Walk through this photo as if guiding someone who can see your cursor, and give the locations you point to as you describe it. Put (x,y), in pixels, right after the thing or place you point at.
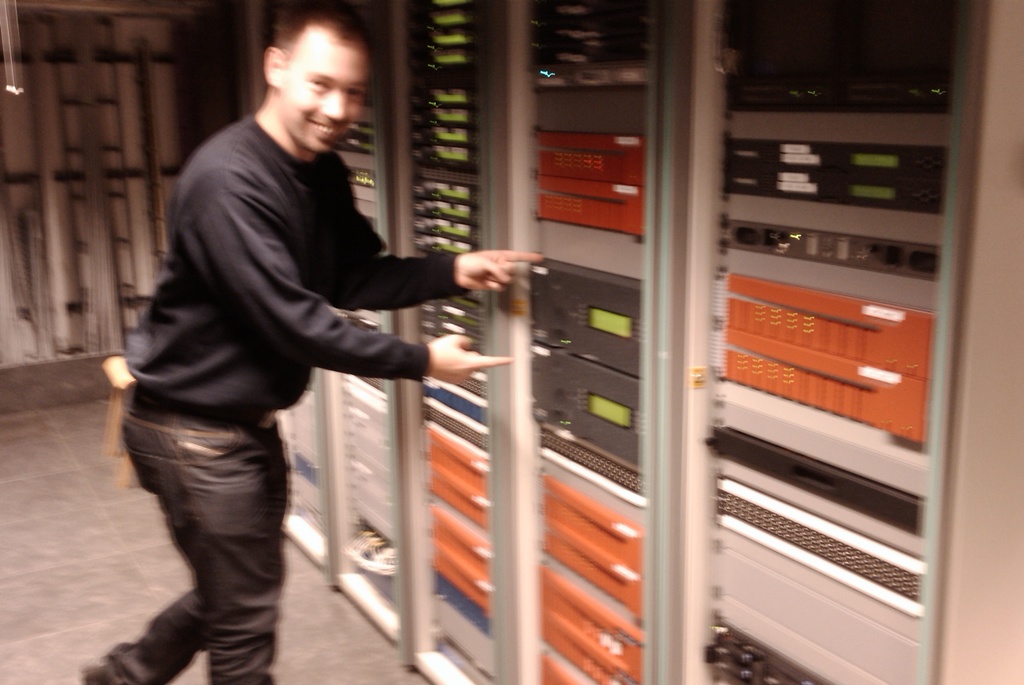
In this picture I can see a man (312,289) in front (301,196) who is standing and I see that he is smiling. On the right side of this picture (709,138) I can see number of electronic equipment (543,296) and I see the floor (121,525).
